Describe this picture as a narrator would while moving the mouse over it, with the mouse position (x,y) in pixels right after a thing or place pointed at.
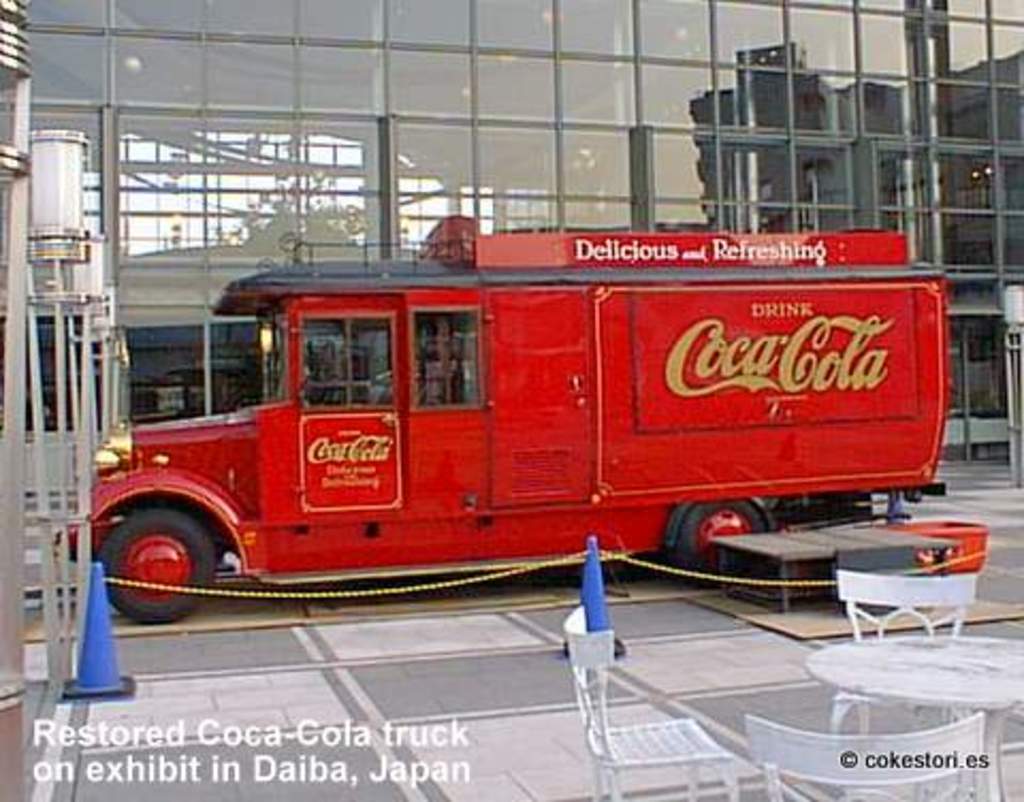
In this picture I can see a table (826,653) and 3 chairs (680,727) in front (1012,657) and in the middle of this picture (519,386) I can see a truck (306,467), on which I can see few words (814,341) written and I see 2 blue color cones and I see a rope (385,594). In the background (751,52) I can see a building (340,22). On the bottom of this picture (322,746) I can see the watermarks (431,770).
